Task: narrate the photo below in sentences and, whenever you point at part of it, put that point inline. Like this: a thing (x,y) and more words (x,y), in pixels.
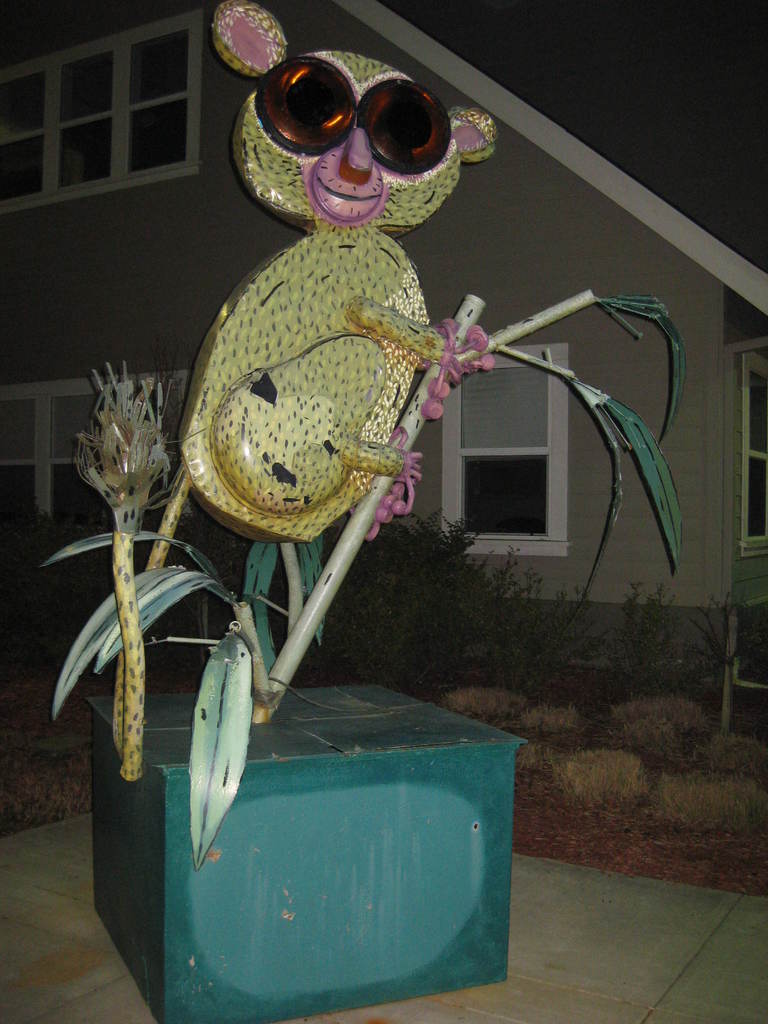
There is an animal's statue (316,488) on a green color box (428,764), which is on the floor (488,1015). In the background (393,576), there are stones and plants (401,581), near a building (665,206), which is having glass windows (130,65).
